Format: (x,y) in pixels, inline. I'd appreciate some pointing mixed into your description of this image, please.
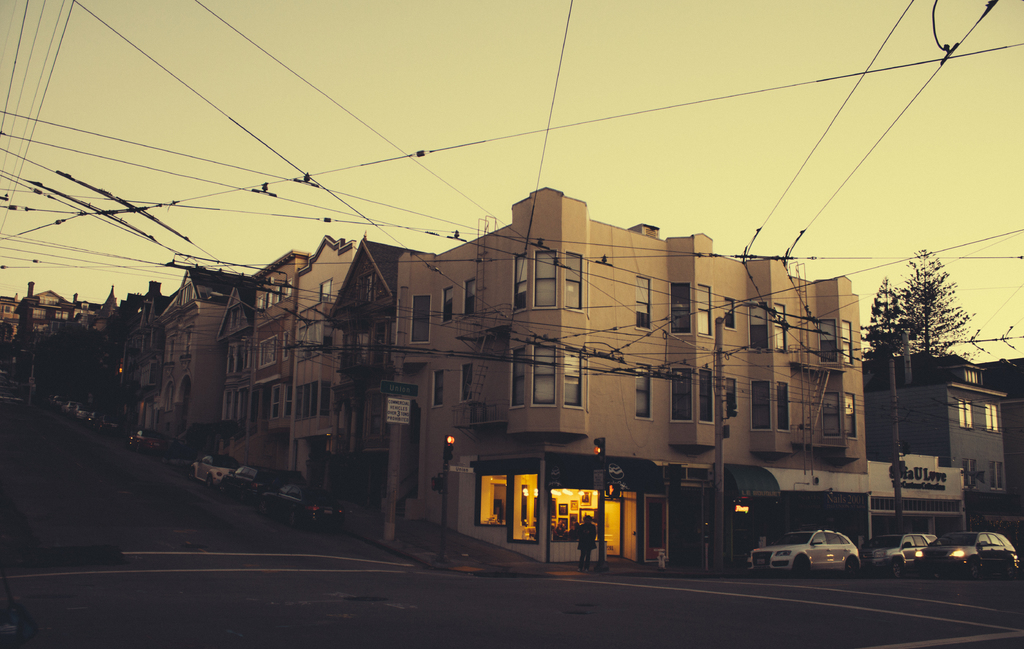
Here in this picture we can see houses (247,377) and buildings (177,366) present all over there and on the road (230,514) we can see number of cars (206,473) present and we can see electric poles (723,337) here and there with wires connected to it all over there and we can also see trees (932,325) present here and there.
